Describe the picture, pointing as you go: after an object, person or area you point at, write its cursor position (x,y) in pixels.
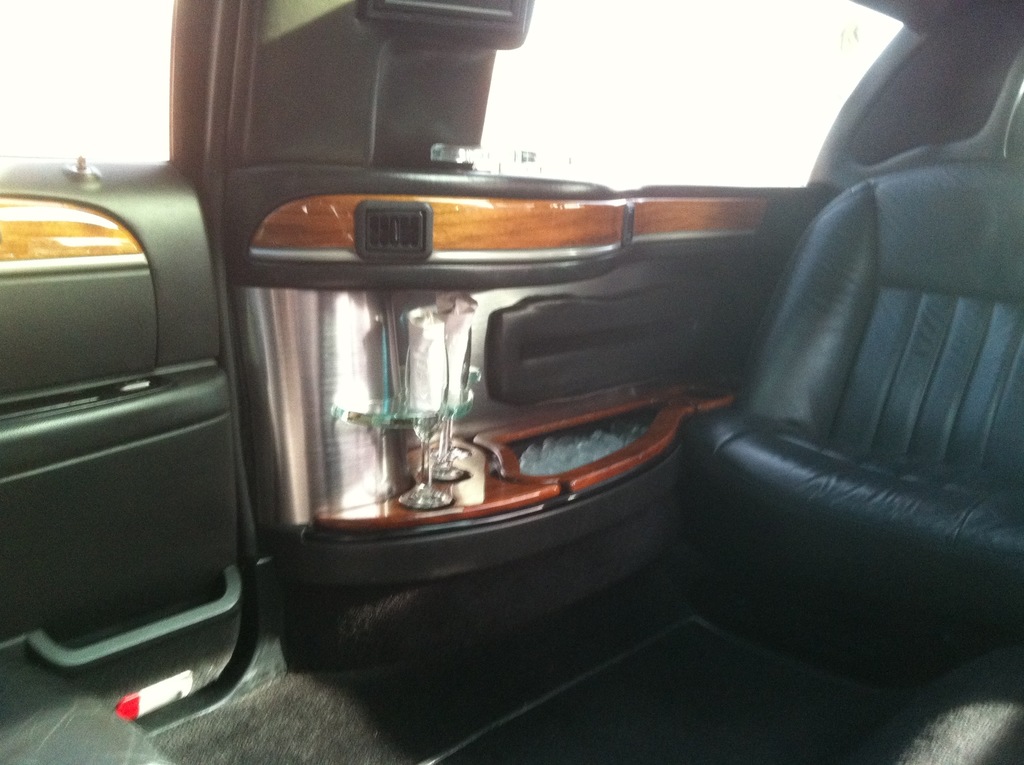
This is inside view of a vehicle (237,173) and we can see seat (763,419) and side doors (104,347) and there are glasses (430,495) on the side door platform (441,453).
